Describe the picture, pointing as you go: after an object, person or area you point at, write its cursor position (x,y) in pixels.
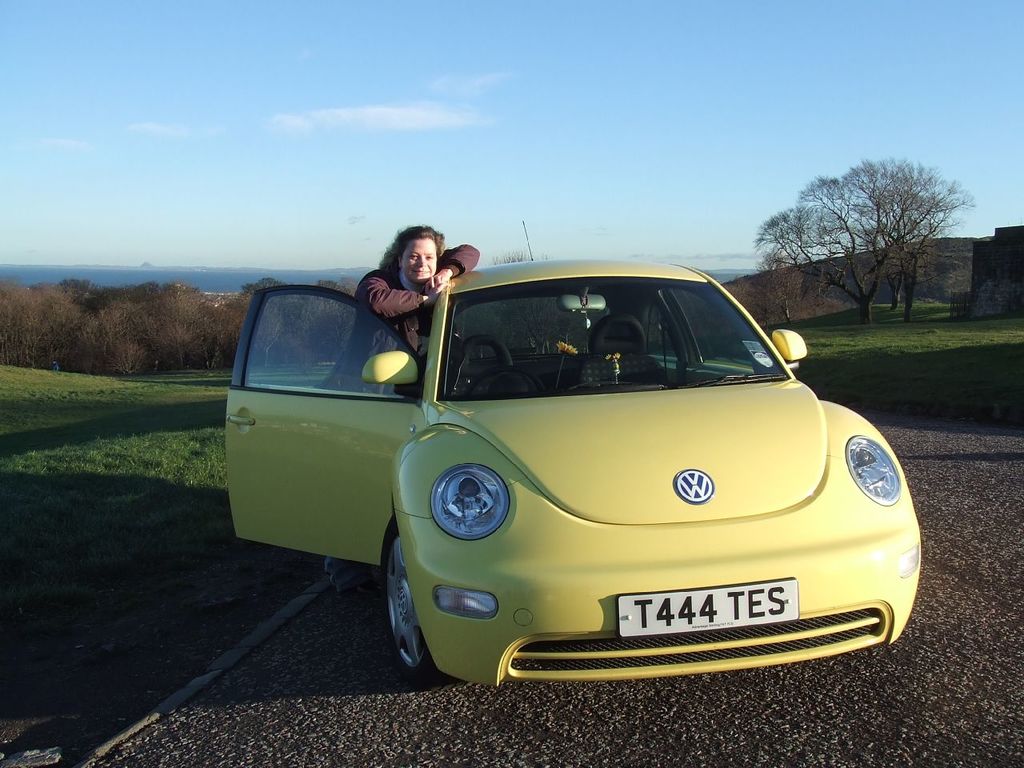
In this image I can see a car (634,534) visible on road (275,684) and I can see a name plate (697,605) attached to the car (491,546) and I can see a person (424,343) visible beside the car (265,496), at the top (786,141) I can see the sky (85,109) and in the middle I can see trees (26,309) and I can see grass (110,501) on left side (41,407).
